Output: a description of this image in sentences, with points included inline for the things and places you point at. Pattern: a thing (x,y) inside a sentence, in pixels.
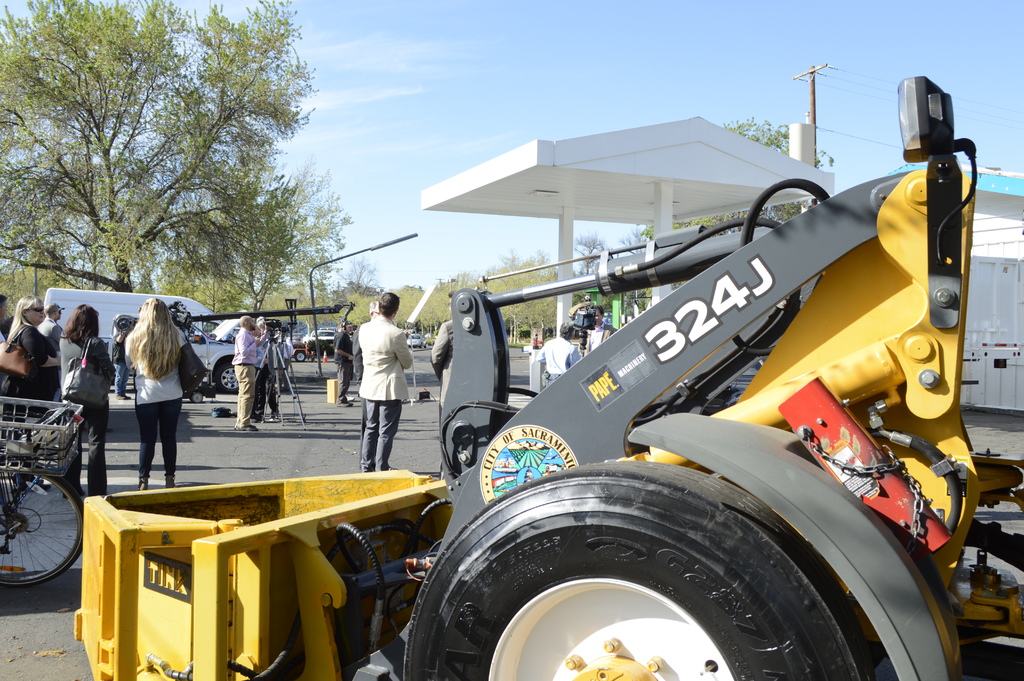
In this image we can see some people (245,344) are standing and we can see some vehicles (247,487) on the road (276,430). There is a structure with a roof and there are some trees (124,57) and at the top (722,86) we can see the sky (657,65).
